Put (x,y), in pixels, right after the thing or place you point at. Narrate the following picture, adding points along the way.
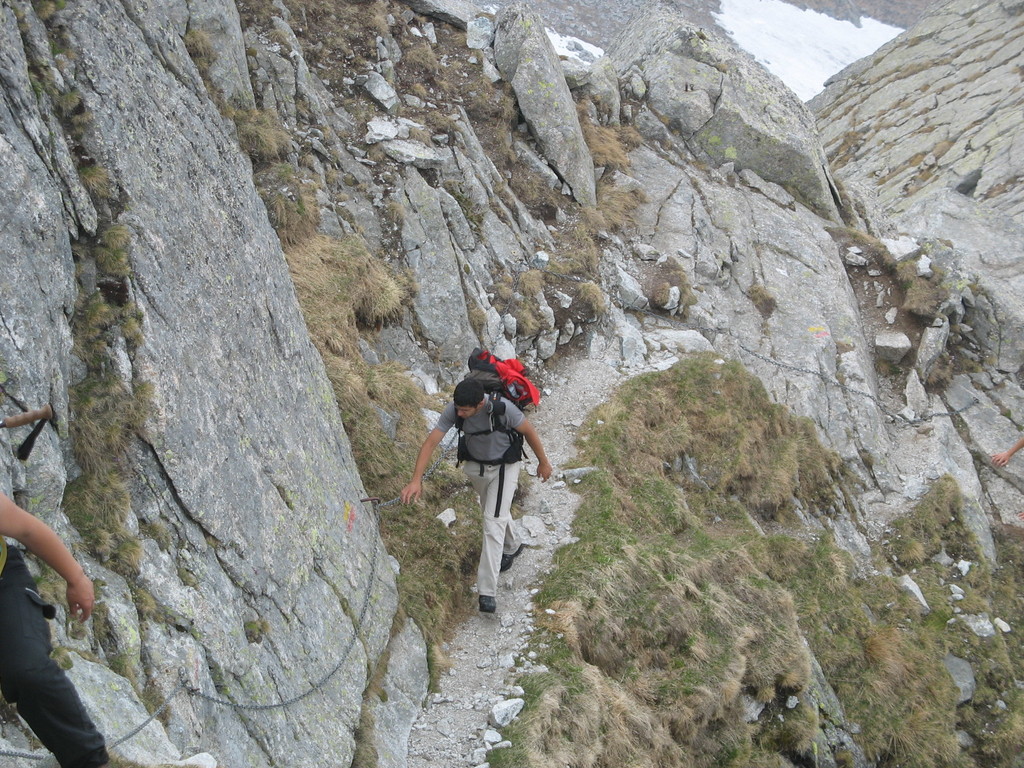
In this image in the center (484,490) there is one man (503,543) who is walking and in the background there is one mountain (338,578) on the left side (41,628) there is another person (42,632) who is climbing and at the bottom (647,604) there is some grass (667,649).
